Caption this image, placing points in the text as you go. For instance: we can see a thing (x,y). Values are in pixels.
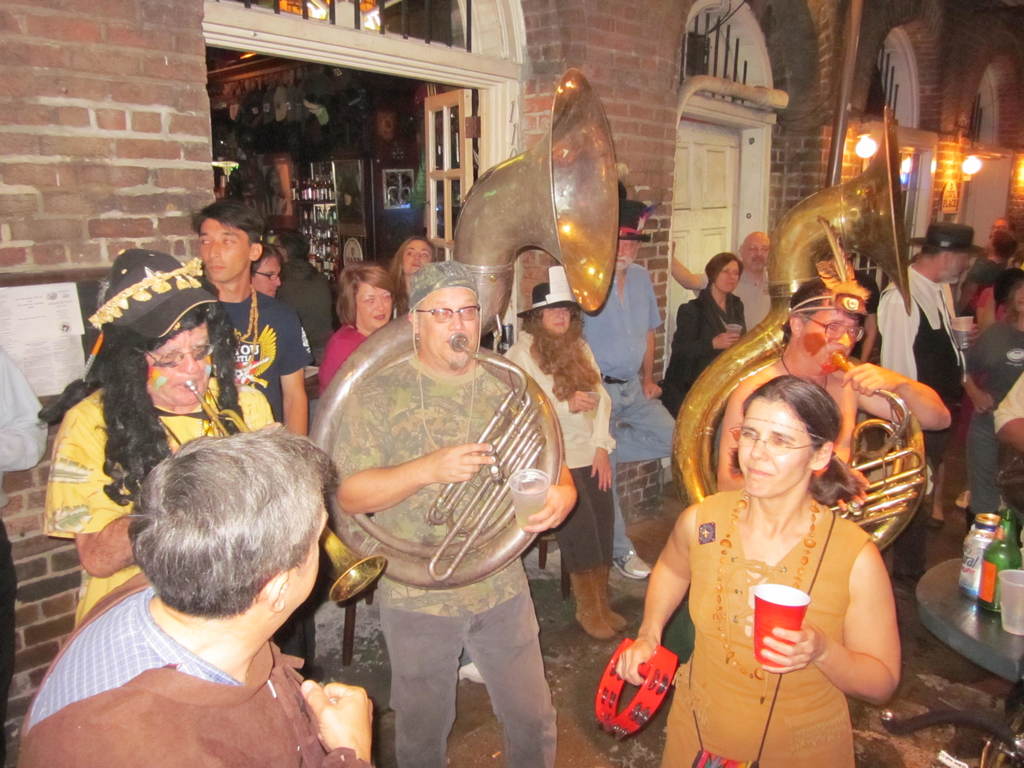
In this image we can see three people (466,430) standing and playing a musical instruments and some of them are holding glasses (758,602) in their hands (789,656). On the right (1014,647) there is a table (963,597) and we can see bottles (982,592), tins (975,537) and a glass (1008,605) placed on the table (975,608). In the background (643,169) there are doors (706,124), walls (626,83) and lights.
